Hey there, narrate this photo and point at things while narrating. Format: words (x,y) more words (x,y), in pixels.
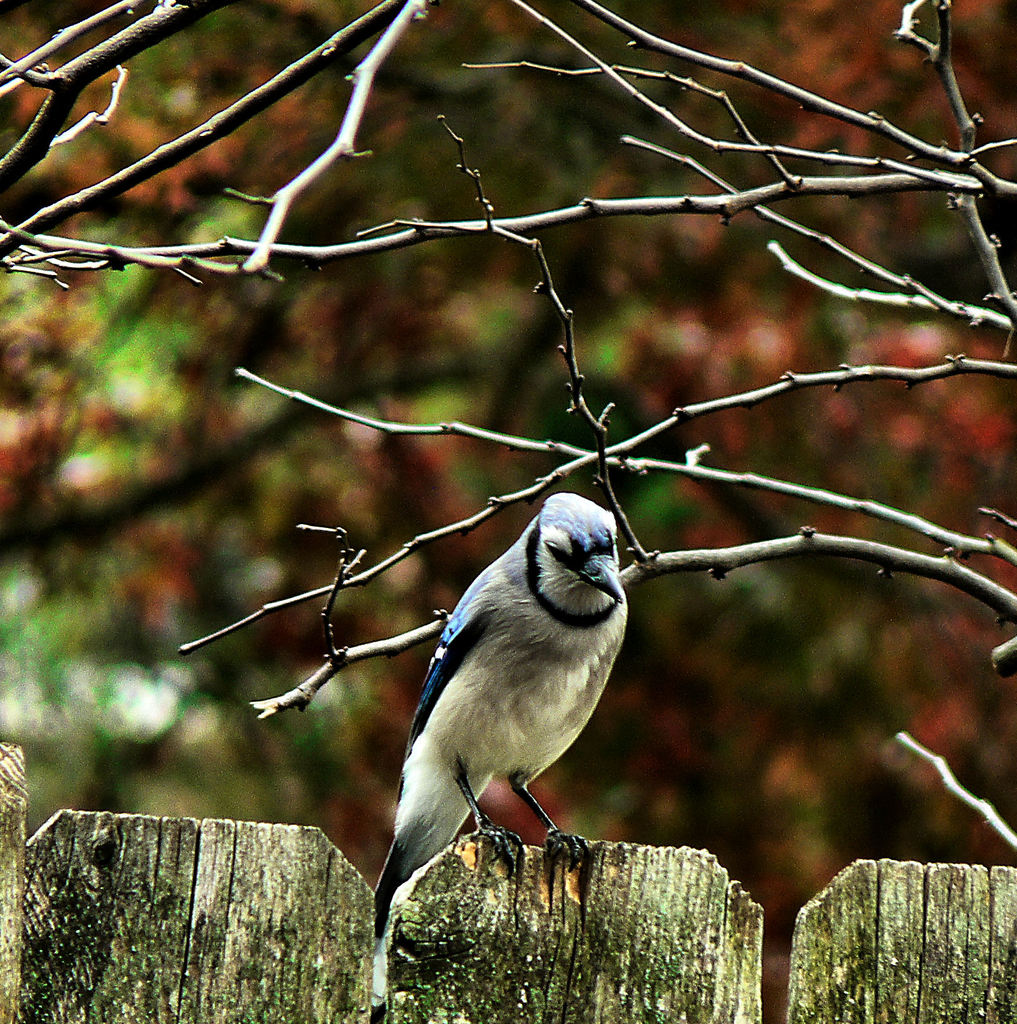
In this picture there is a bird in the center of the image (617,600), on a wooden boundary (1,957) and there are trees (489,166) in the background area of the image (316,212).
